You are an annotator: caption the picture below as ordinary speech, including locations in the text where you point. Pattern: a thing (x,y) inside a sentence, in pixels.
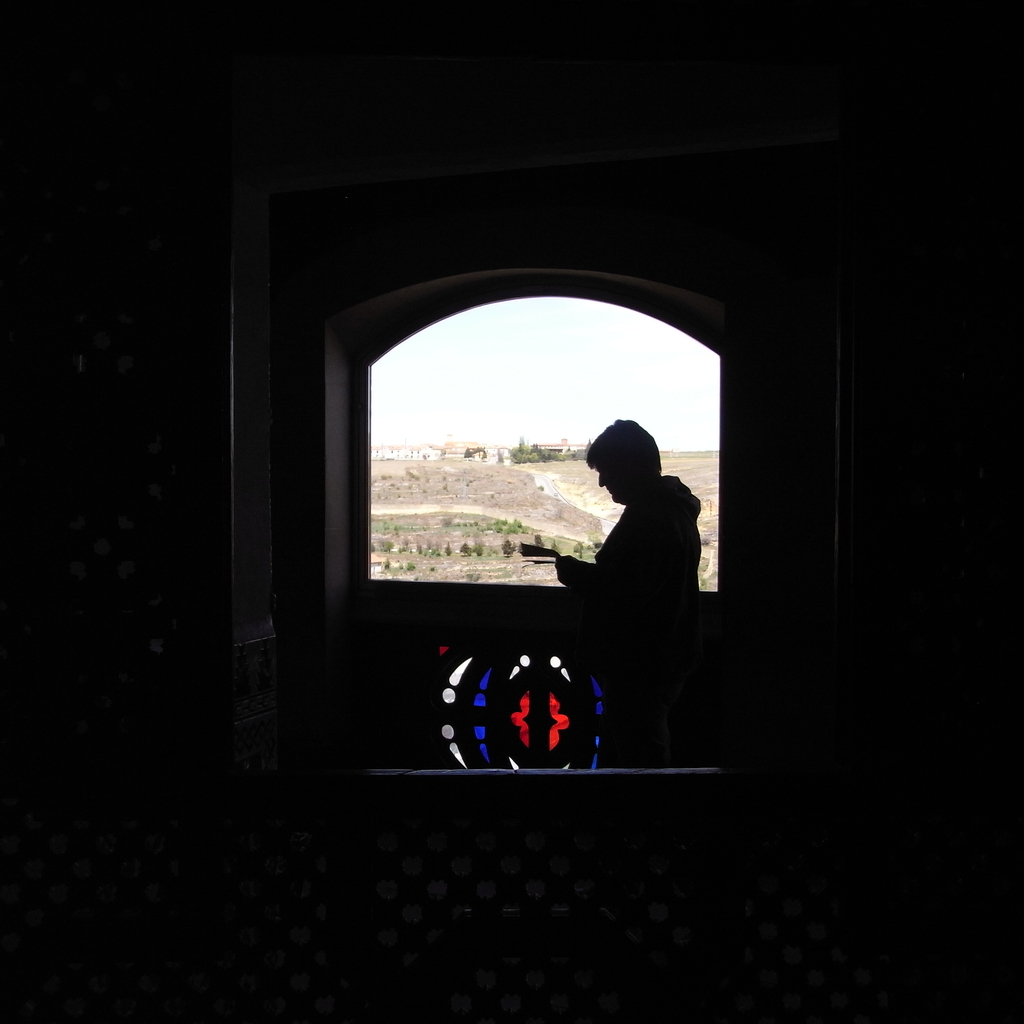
In the center of the picture (632,640) we can see a person (635,576) standing near a window (461,471), outside the window (525,428) there are trees (523,451), land (523,508) and building (447,453). In the foreground (203,453) it is dark.
